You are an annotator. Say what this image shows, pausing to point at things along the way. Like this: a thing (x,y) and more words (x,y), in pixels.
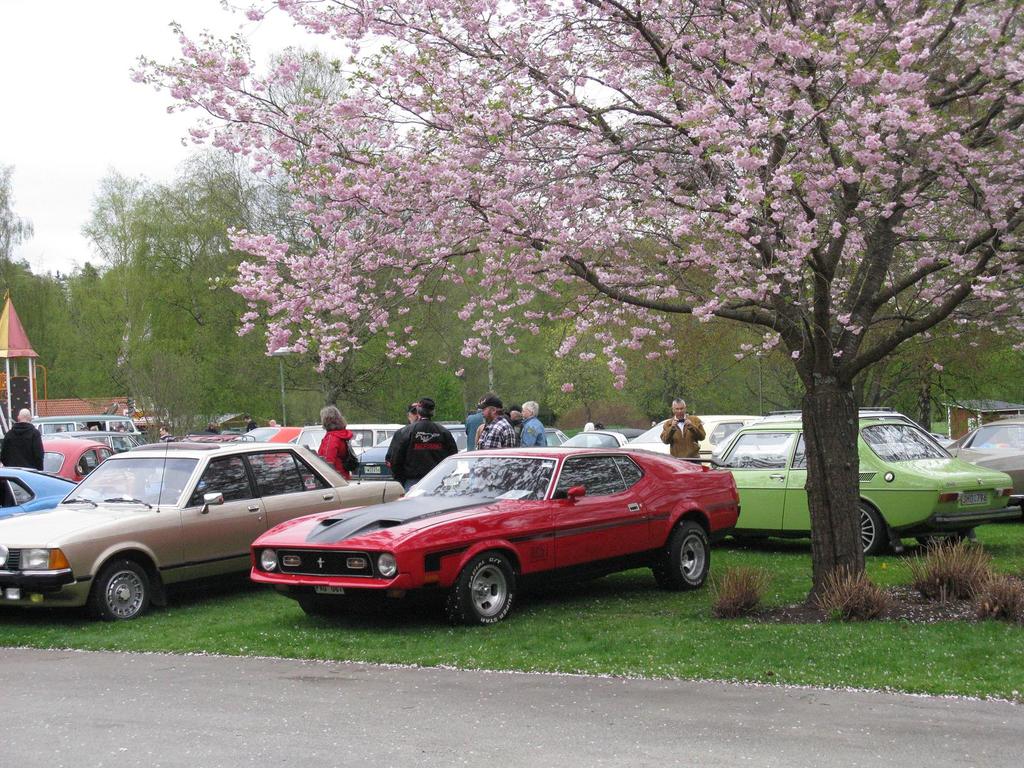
In this picture I can see trees (426,302) and few cars (430,543) parked and few people (31,430) standing and I can see grass (750,645) on the ground (834,620) and few plants (872,602) and I can see a cloudy sky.
